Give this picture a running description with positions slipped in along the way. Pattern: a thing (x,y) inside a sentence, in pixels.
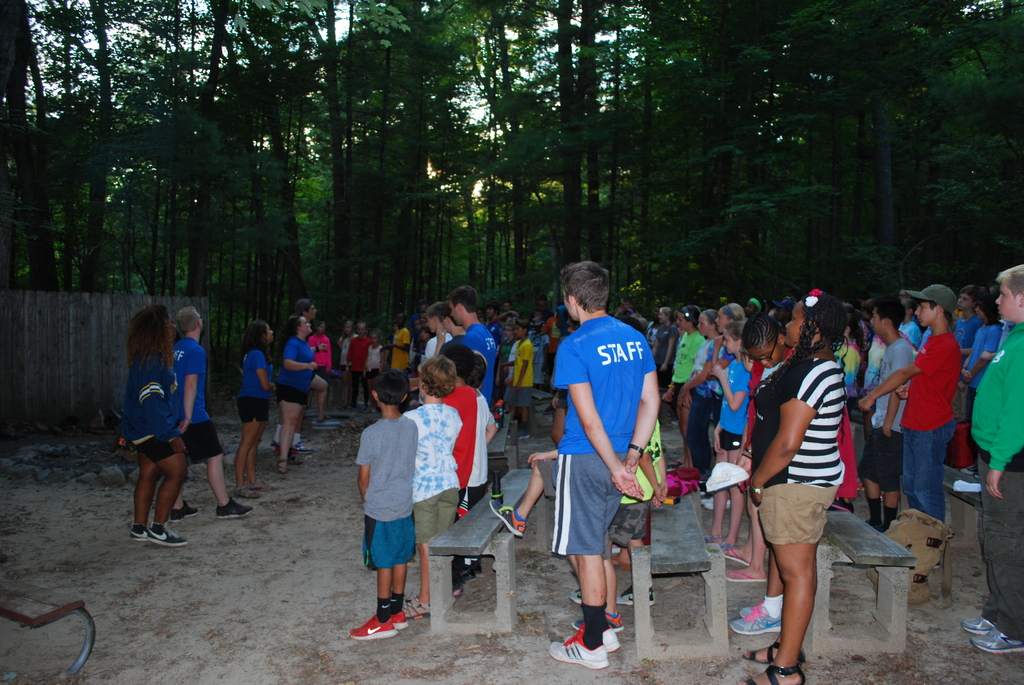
In this image I can see a group of people (631,348) standing on the floor (275,542) and I can see benches (893,545) visible in the foreground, at the top (689,150) I can see trees (580,161).
